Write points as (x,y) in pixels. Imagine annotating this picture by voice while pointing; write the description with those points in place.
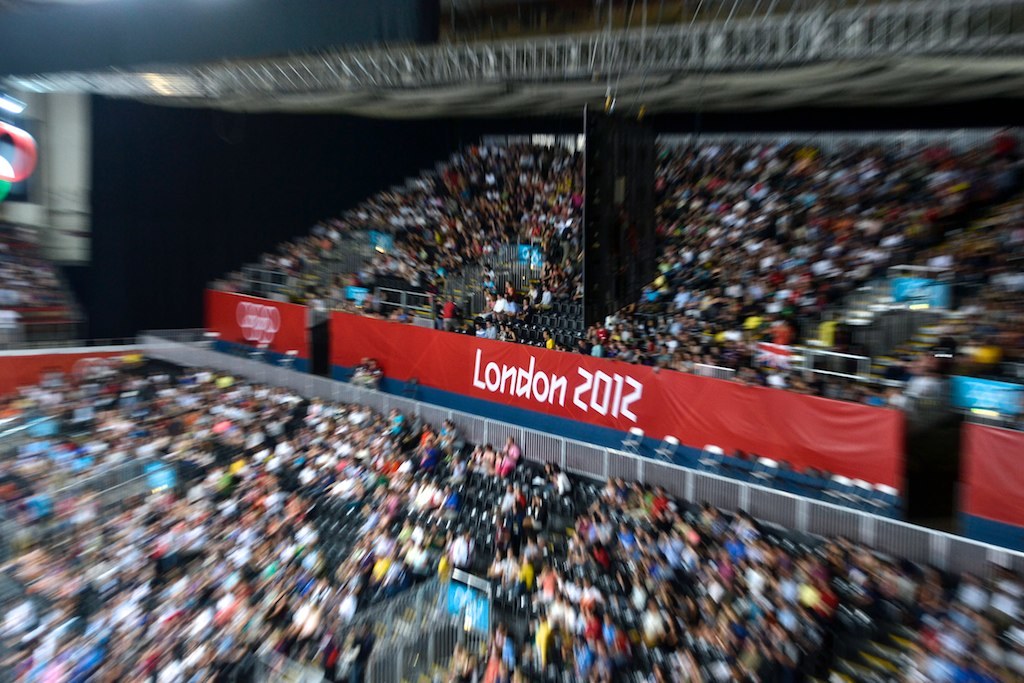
In this image we can see many people (467,253) sitting on the stands (328,502). We can also see the red color banner (366,342) with text (533,366) and also the year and some part of the image is blurred.
